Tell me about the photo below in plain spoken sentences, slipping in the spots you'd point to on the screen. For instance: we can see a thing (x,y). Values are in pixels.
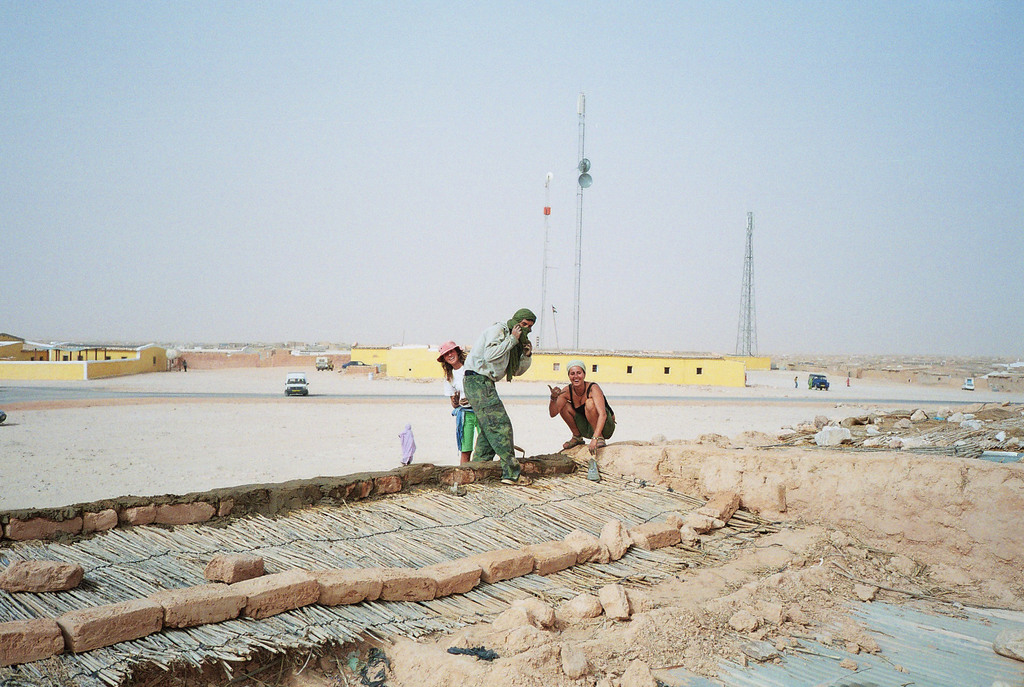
Here we can see three people (500,413) and bricks (364,584). Background (691,360) there are vehicles (303,375), towers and houses (264,353).
